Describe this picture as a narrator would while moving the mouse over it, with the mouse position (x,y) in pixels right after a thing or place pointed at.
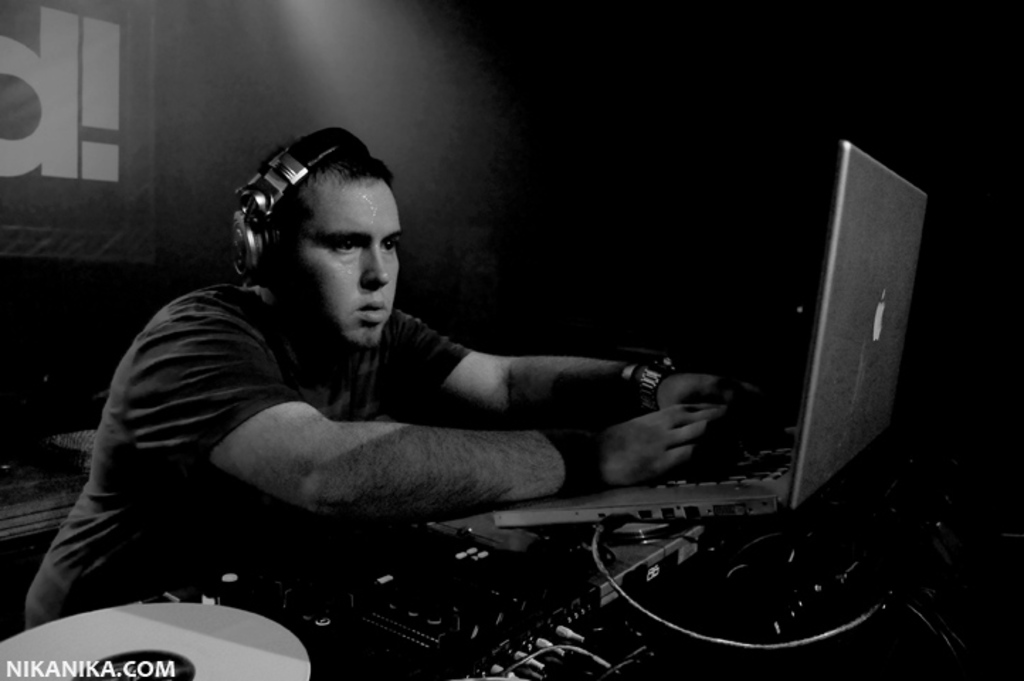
This is a black and white image. In this image there is a person (351,347) wearing watch (651,403), headset (269,245) is working on a laptop (829,373). In the back (373,115) there is a wall (287,101). Also there is some other electronic devices (533,606). In the left bottom corner (109,668) there is a watermark (126,672).
